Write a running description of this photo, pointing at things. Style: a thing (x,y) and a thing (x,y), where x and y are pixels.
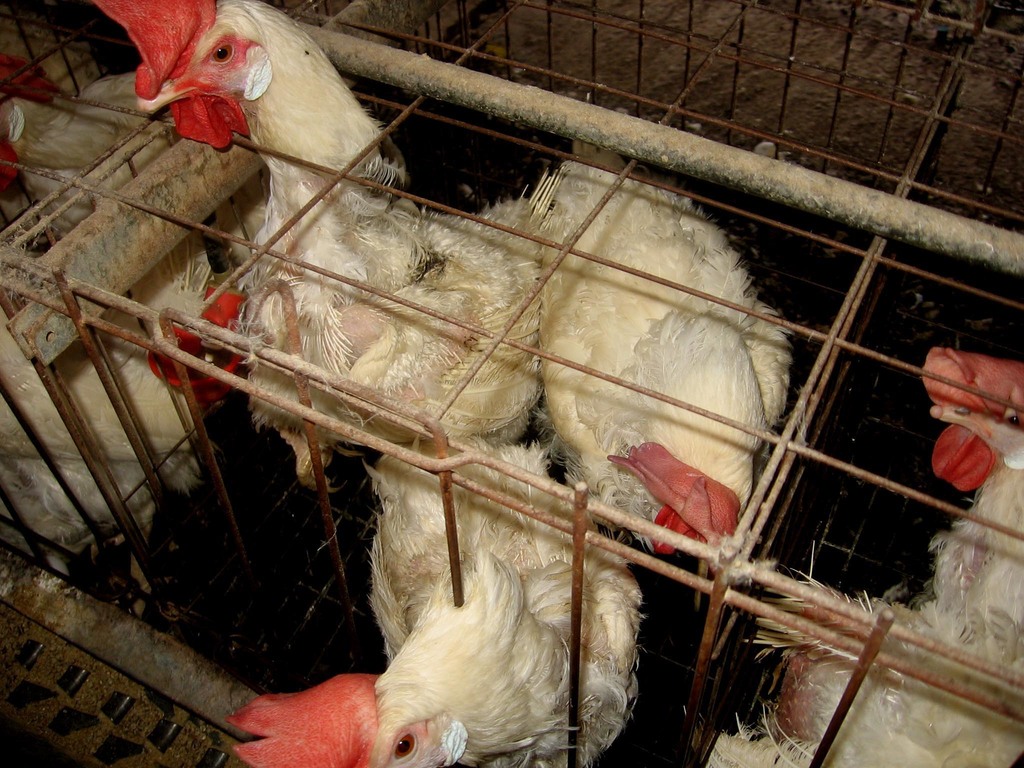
In this picture there are hens (470,575) in the center of the image (512,489) in a cage (764,485).
